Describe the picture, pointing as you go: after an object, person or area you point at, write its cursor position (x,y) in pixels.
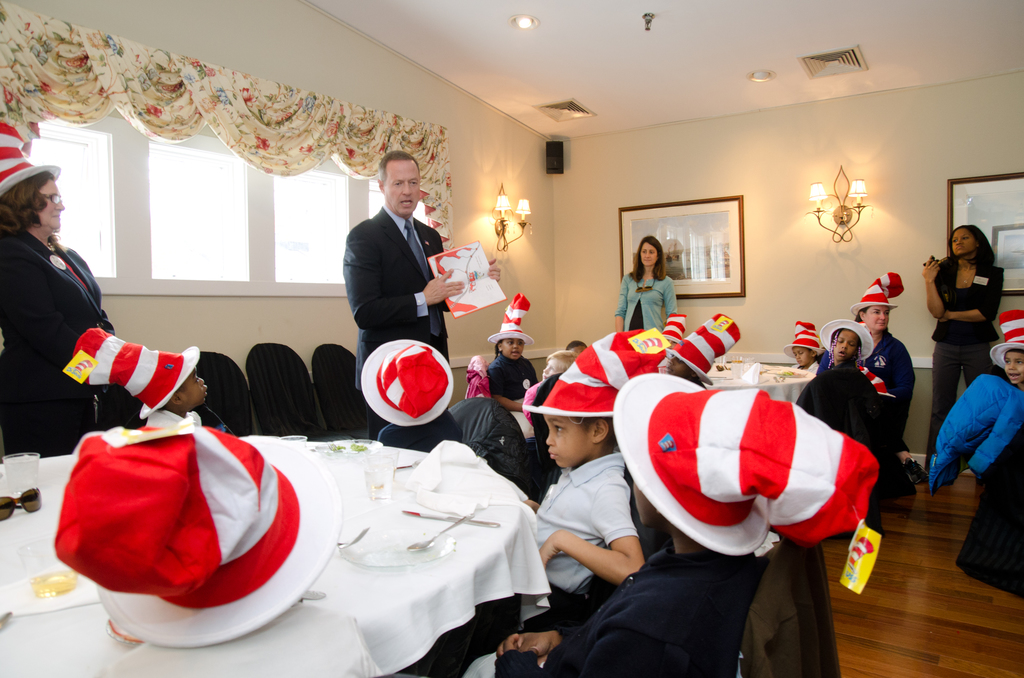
In this picture there is a man (402,235) who is wearing suit (405,298) and holding a book (453,301). He is standing near to the window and chair (267,398). On the left (20,202) there is a woman (35,431) who is wearing spectacles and suit (48,296). She is standing near to the boy (171,398) who is wearing a cap (162,365). On the table (372,519) I can see the plates (413,539), spoon (430,545), knives (446,521), forks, tissue papers (482,502) and cap (257,588). In the center (546,429) I can see many children (546,414) were sitting on the chair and wearing the same cap (767,436). On the right (941,281) there is a woman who is standing near to the frames (1006,251). Beside her i can see the lights (811,199).
